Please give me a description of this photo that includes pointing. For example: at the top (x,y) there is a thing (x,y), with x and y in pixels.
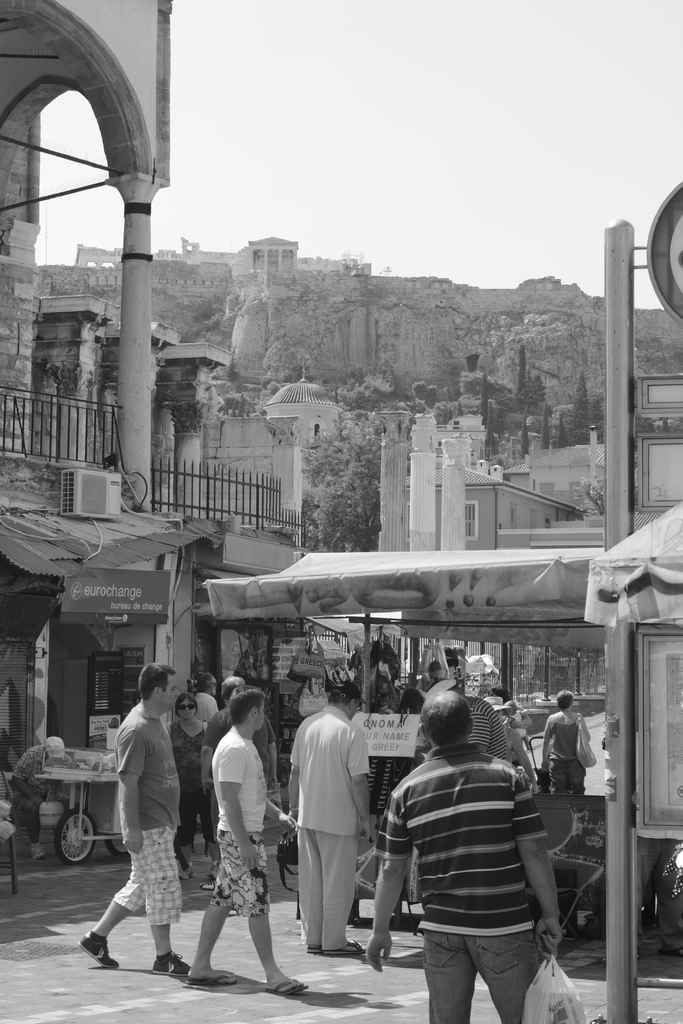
In this image I can see few people (163,841) walking and few are holding bags (535,984). Back I can see a fort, building (240,449), railing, stores (103,635), boards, vehicles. The image is in black and white.
